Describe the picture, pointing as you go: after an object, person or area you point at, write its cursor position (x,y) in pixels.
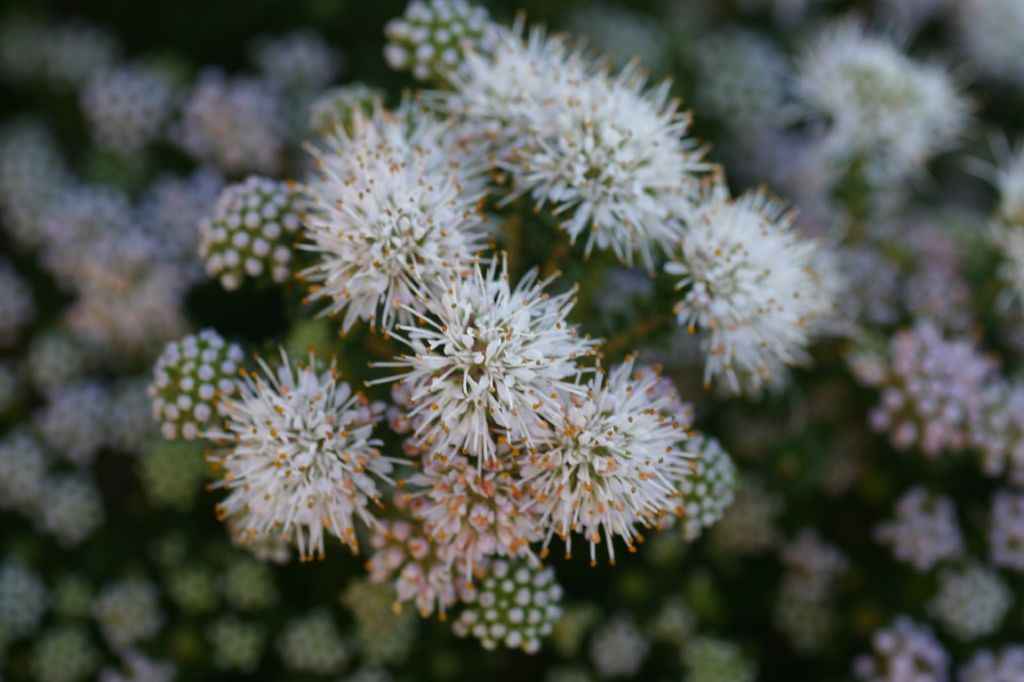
In this picture I can see there are white colored flowers (467,454) and the backdrop (109,619) is blurred.
